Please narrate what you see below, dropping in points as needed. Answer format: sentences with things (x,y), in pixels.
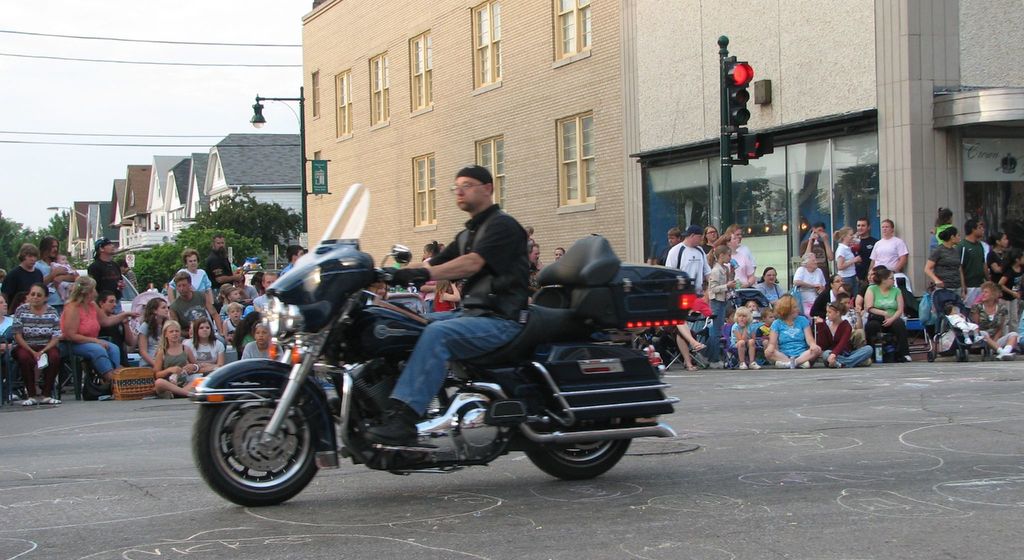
This picture describes about group of people (682,269), a man (468,277) riding a bike (593,377) and other people (70,287) are seated in the side of the road (73,426) in the background (749,93) we can find traffic signal (722,115) and some sign boards (319,178), and we can find buildings (326,138) and trees (231,217).
